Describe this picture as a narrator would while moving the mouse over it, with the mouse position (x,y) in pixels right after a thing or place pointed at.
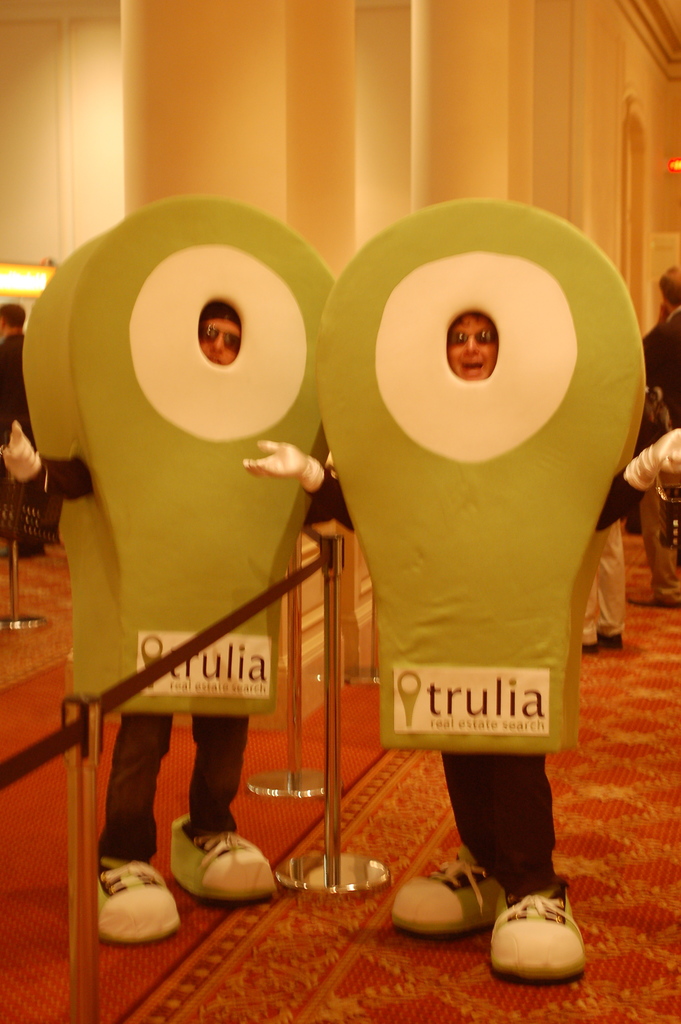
There are two person (253,468) standing on the floor (41,815) to the either side of a pole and they wore an object (398,514) on them. In the background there are few people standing on the floor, pillars (210,167), light (45,270) and a wall (561,160).
